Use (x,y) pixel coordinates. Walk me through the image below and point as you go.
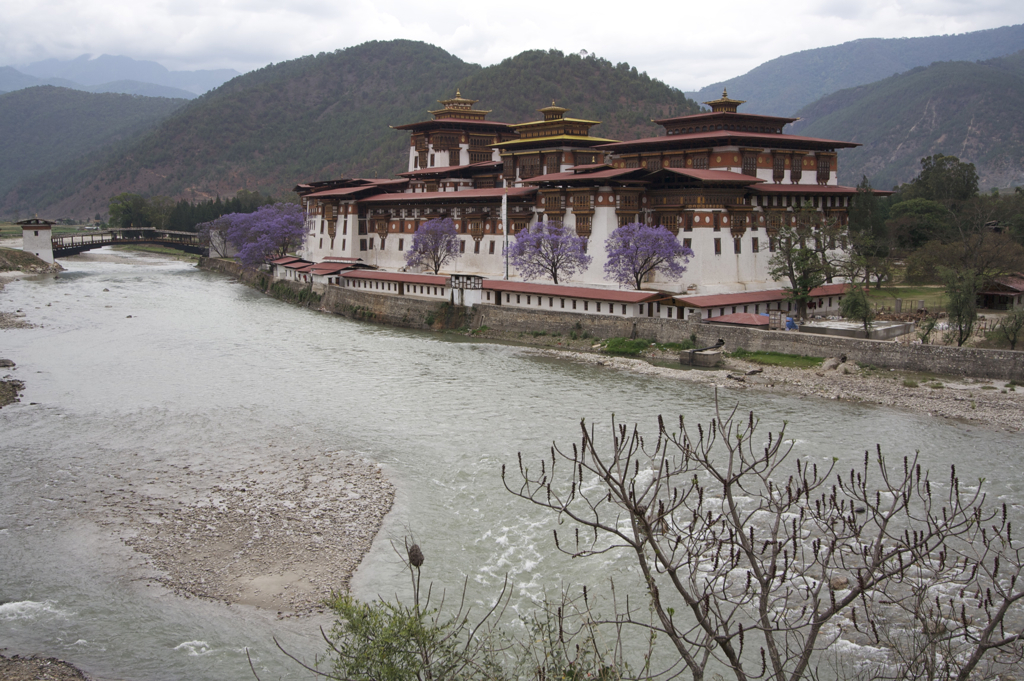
In this image there is a flowing river (427,483) with bridge (133,236) on the top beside that there is a building (494,151), trees (659,226) and mountains (497,111) covered with trees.
